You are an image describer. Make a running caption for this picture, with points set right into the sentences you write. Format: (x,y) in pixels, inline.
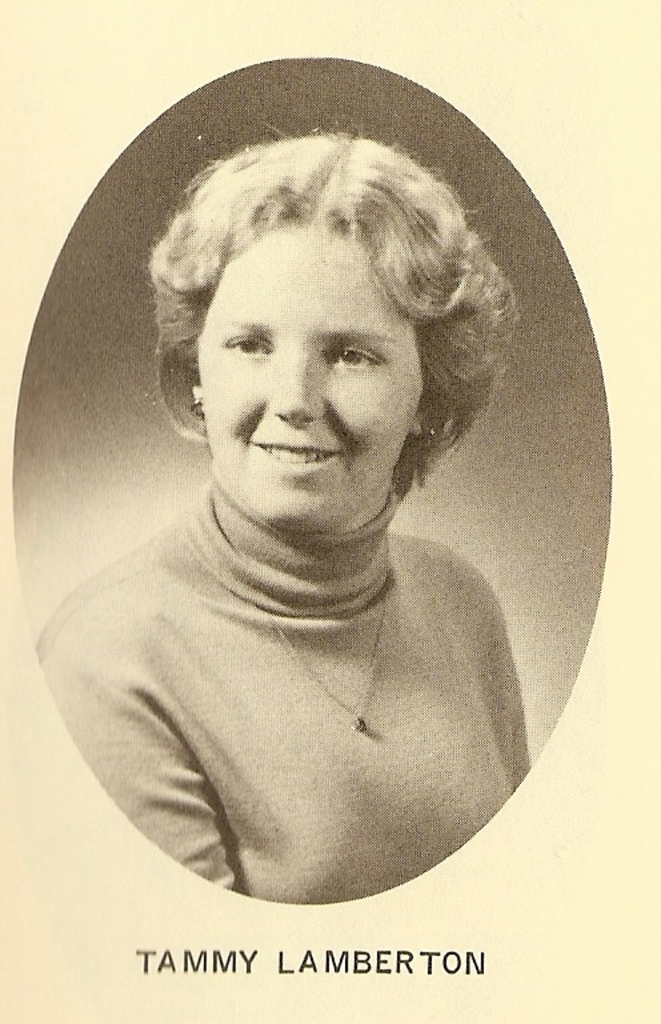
In this image, we can see a person (386,366) wearing clothes (397,589) and there is a text (176,953) at the bottom of the image (141,962).
